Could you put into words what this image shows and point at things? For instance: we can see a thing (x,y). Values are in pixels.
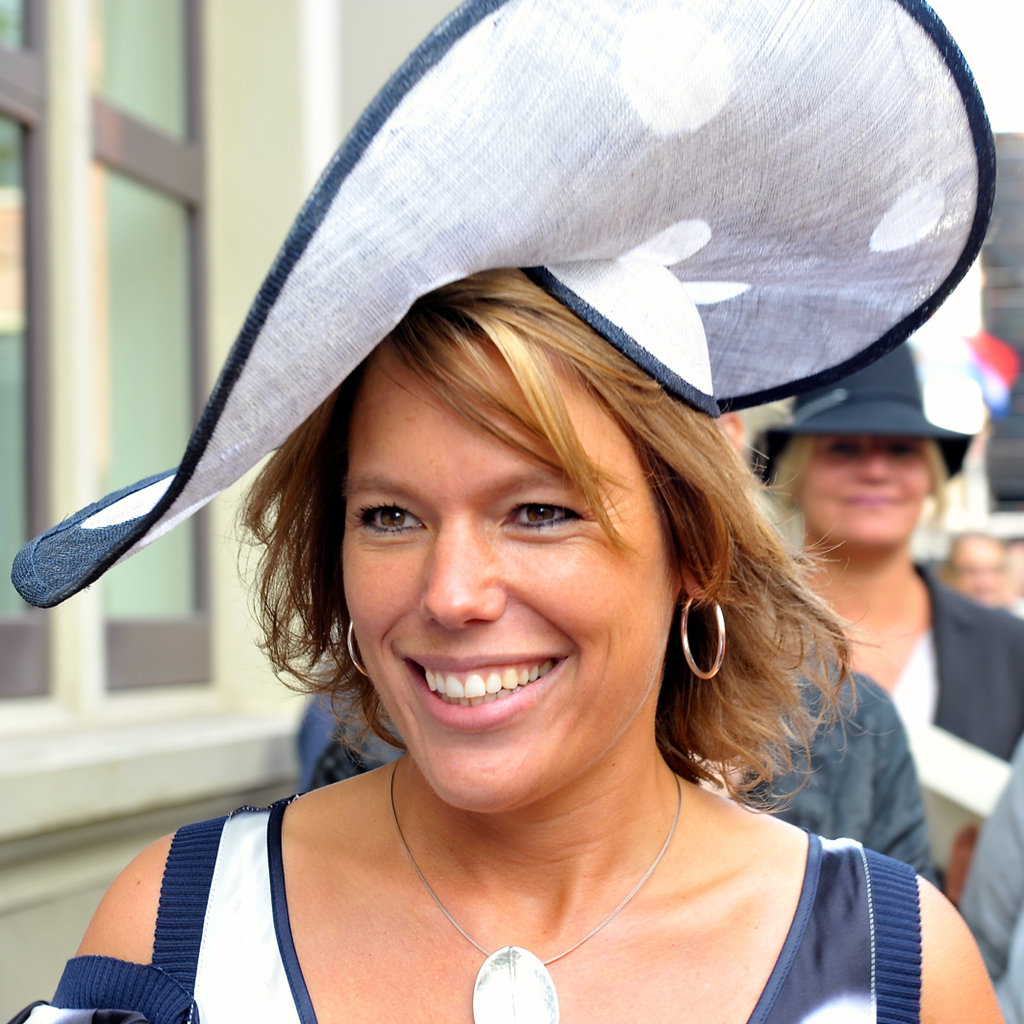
In this picture we can see a woman (357,596) with a hat (318,319) and the woman (453,553) is smiling. Behind the women (622,583) there are blurred people (918,645) and on the left side of the woman (506,643) there is a window (98,597).
